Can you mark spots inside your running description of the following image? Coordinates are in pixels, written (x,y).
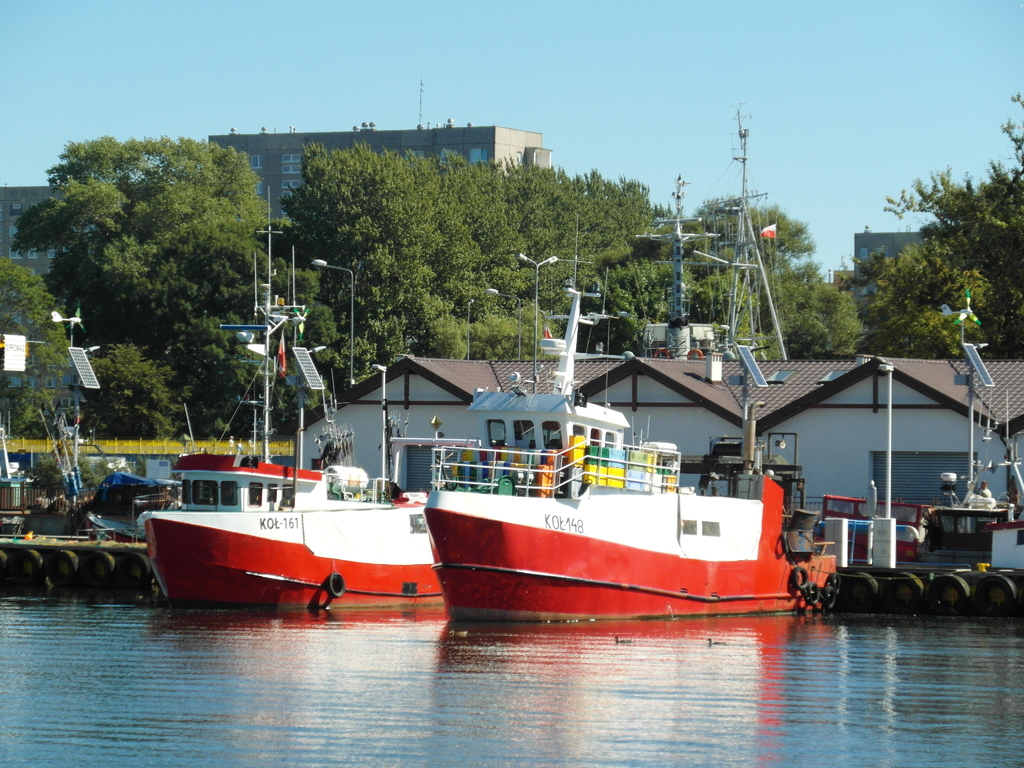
In this image there is water (252,621) and we can see boats (233,529) on the water (544,651). There are sheds (946,410). In the background (148,304) there are trees (538,248), buildings (277,158) and sky (373,81).
